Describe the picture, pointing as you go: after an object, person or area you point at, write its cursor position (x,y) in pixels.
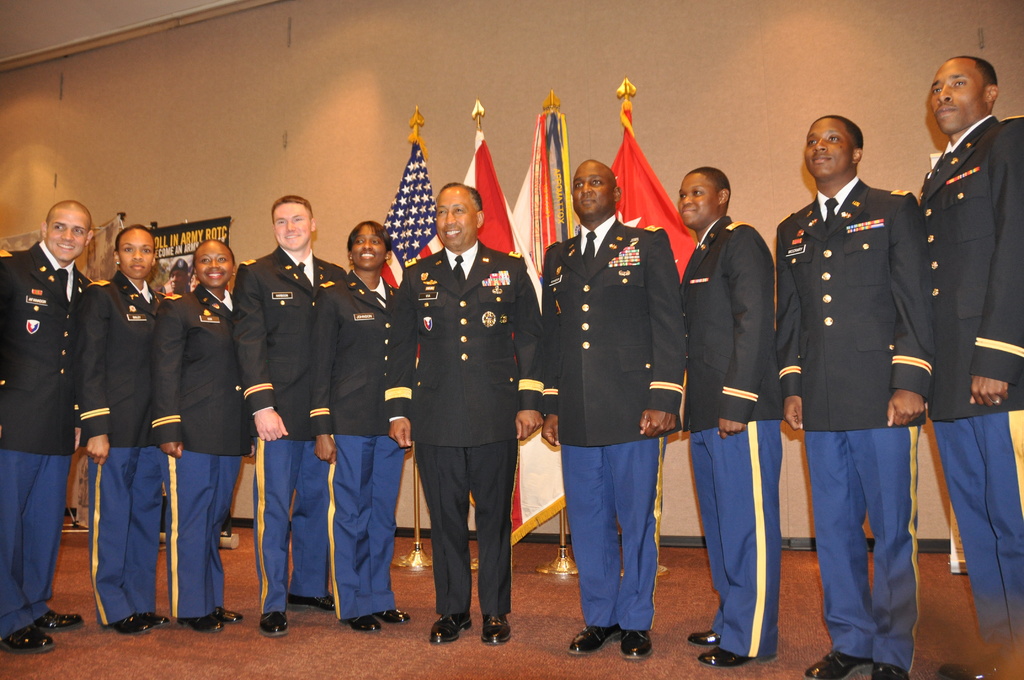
In this picture we can see a group of people (329,472) standing on the floor (162,589), smiling and at the back of them we can see flags (422,230), poster (219,235), wall (180,105) and some objects (105,254).
